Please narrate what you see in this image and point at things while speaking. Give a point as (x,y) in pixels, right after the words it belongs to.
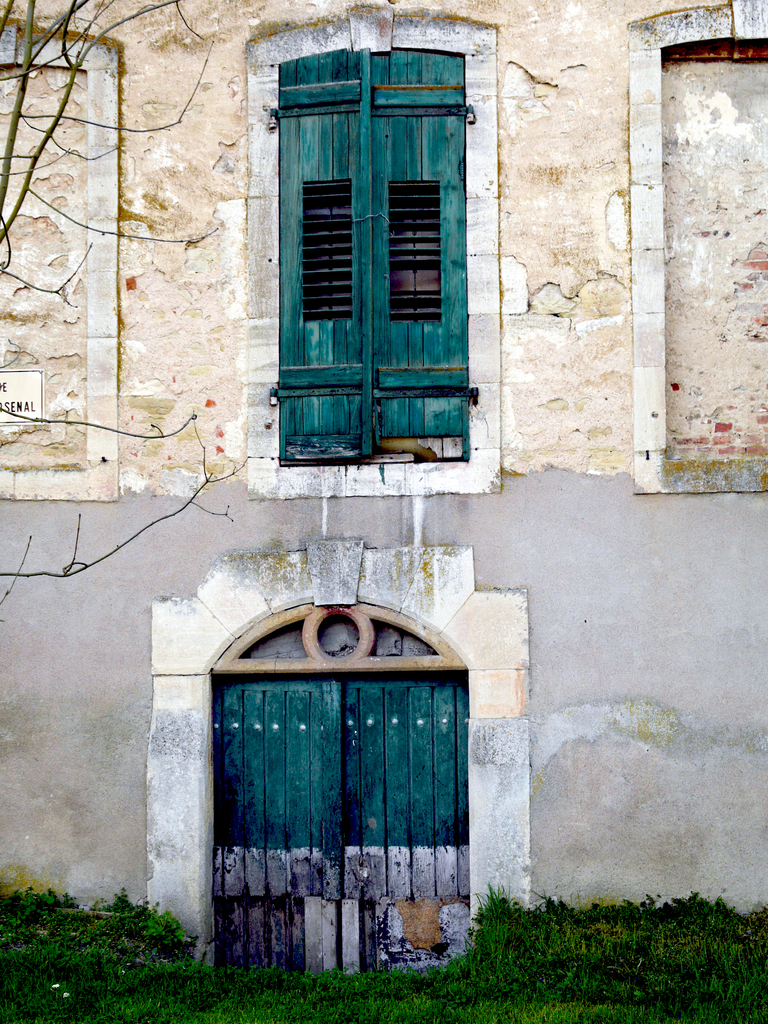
In this picture there is a building (422,641) which has two wooden doors (384,775) which are in green color and there is a greenery ground (401,978) in front of it.
